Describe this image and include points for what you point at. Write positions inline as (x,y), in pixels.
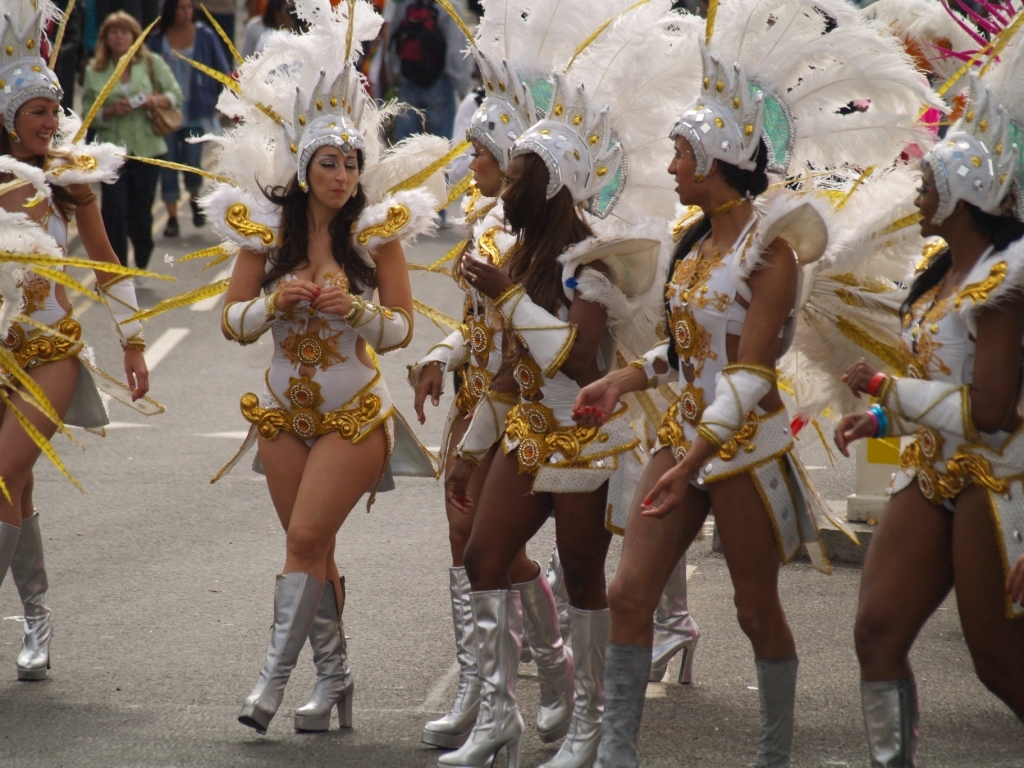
In this picture we can see a group of people (280,184) are in fancy dresses (394,350) and to the dresses (68,254) there are feathers (8,267).
